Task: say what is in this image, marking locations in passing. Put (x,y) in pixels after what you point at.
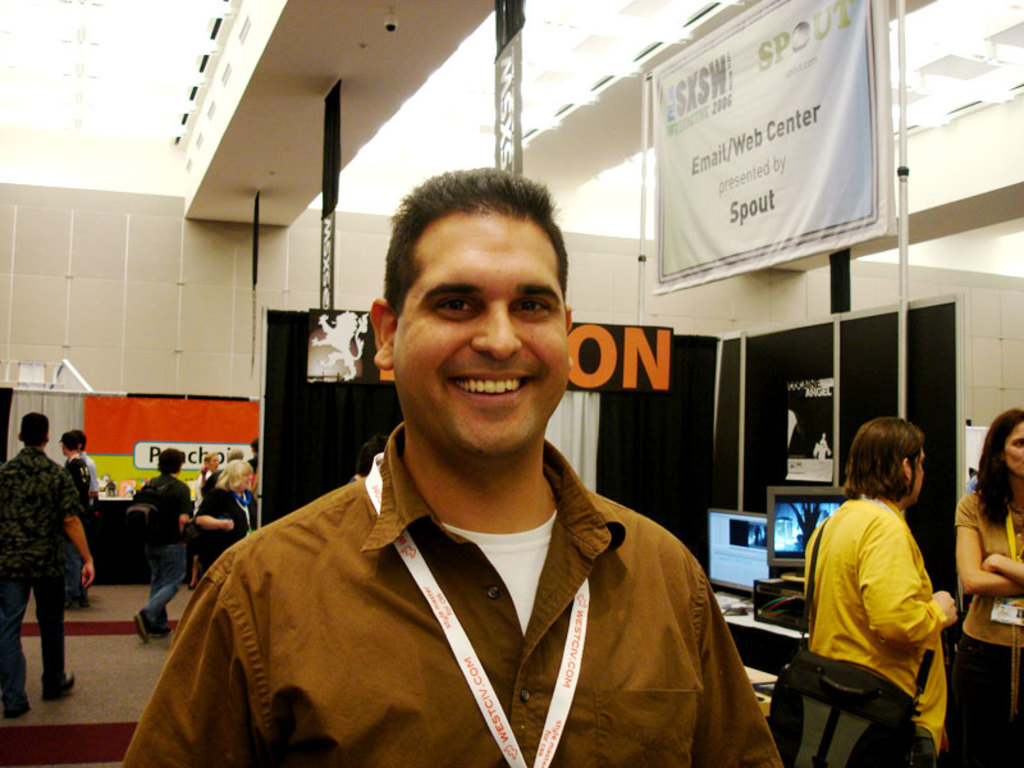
In the picture I can see a person (473,712) wearing brown color shirt (563,590), white color T-shirt (536,552) and identity card (510,746) is smiling. In the background (22,558), we can see a few people (61,568) walking on the floor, we can see monitors (800,503) placed on the table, we can see some objects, we can see boards (105,456), banners (107,433) and the white color wall (159,281).
